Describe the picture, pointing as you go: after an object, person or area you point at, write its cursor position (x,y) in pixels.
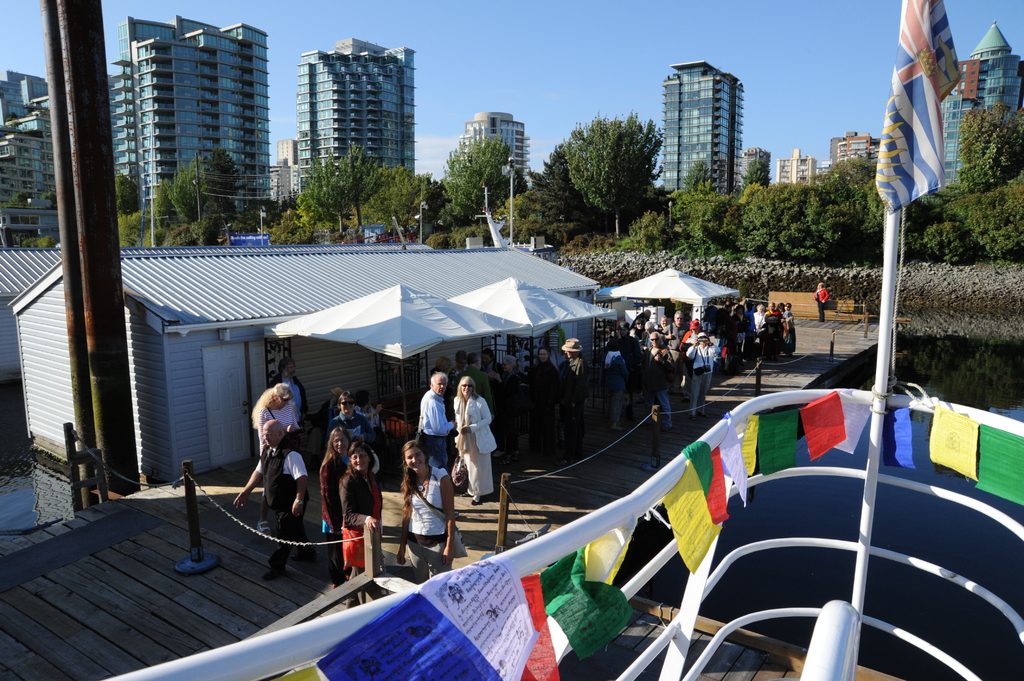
In this image there is a path (477,548), on that path (477,548) there are people (667,402), tents (409,350), houses (199,302), in the background (449,175) there are trees (925,202), buildings (135,172) and a sky (419,81), on the right side (874,433) there is a ship (892,399) on the water (905,469).
